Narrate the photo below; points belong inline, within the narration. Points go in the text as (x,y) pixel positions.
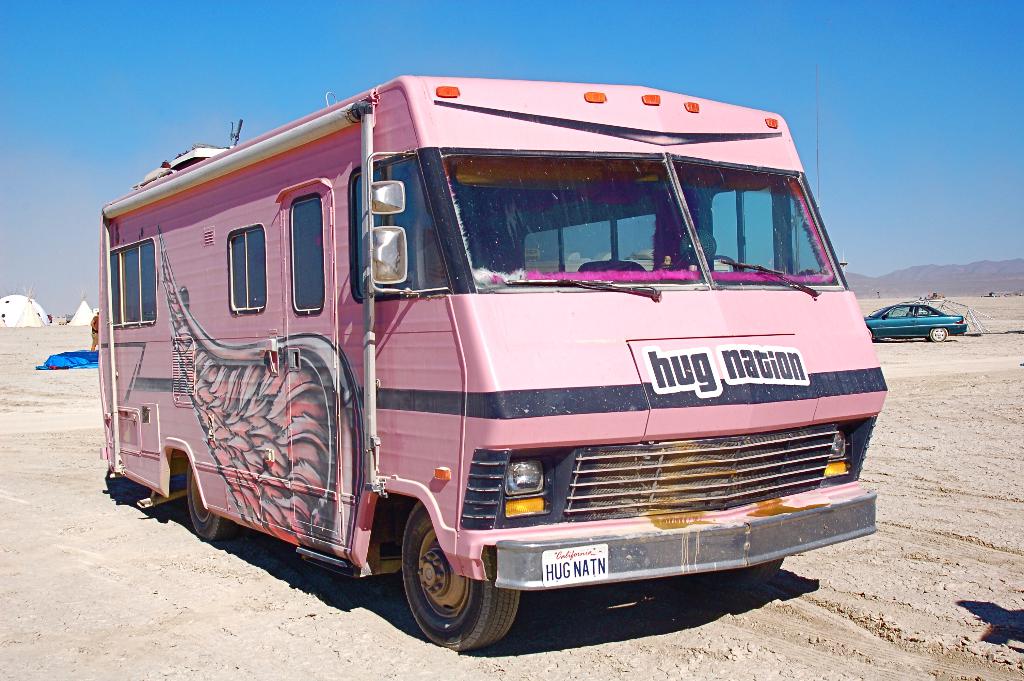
In this image there is a pink color caravan (702,227) and a car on the sand (61,443), and in the background (86,298) there is a person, tents (84,314), hills (965,292), sky (913,263).
